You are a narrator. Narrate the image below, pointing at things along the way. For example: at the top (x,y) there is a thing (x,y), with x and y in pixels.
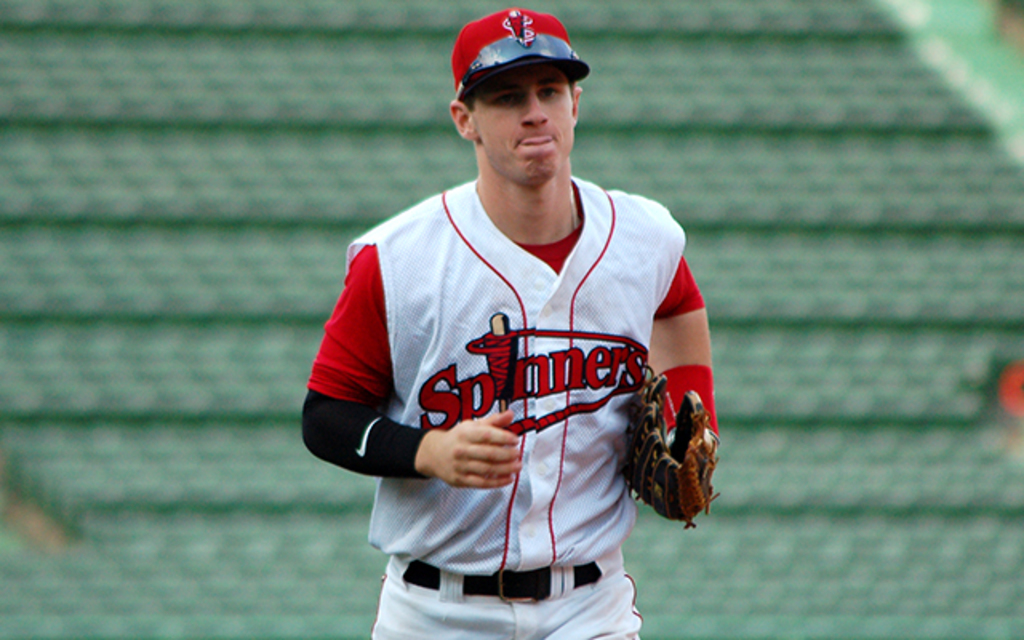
In this image, I can see a person (339,326) standing with a cap (525,68), clothes (518,415) and a glove (697,449). There is a blurred background (730,356).
